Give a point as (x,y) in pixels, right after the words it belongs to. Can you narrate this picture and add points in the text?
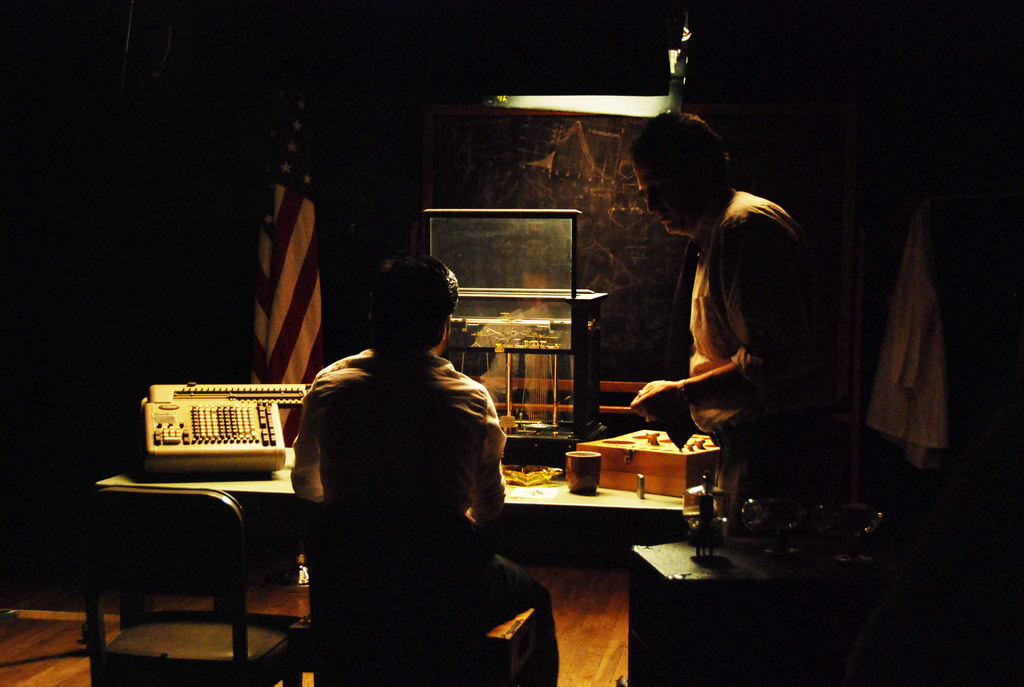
This person (744,493) standing and this person (333,427) sitting on the chair (430,594). In front of this person (433,391) we can see table (628,491) on the table (628,491) we can see typing machine (211,442), glass box (560,340), cup (580,466), box (616,477). On the background (527,157) we can see frame (489,153), flag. This is floor (52,667).
